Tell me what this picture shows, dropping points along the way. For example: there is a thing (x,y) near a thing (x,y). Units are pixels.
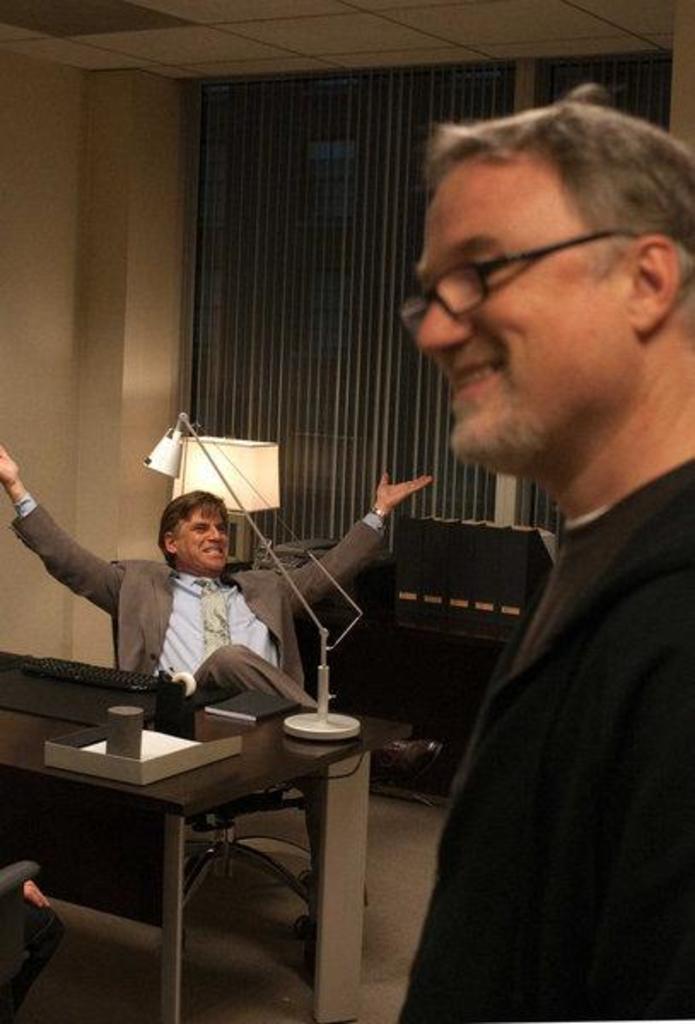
There are two men (565,823) in which one man (224,583) is sitting and the other man (634,614) is standing. There is a table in front of the man (260,635) who is sitting. On the table (104,704) there is keyboard (103,671), book (235,707), lamp (324,723), box (156,767). At the background (346,220) there is curtain (332,225). At the top (277,42) there is ceiling (222,28).
